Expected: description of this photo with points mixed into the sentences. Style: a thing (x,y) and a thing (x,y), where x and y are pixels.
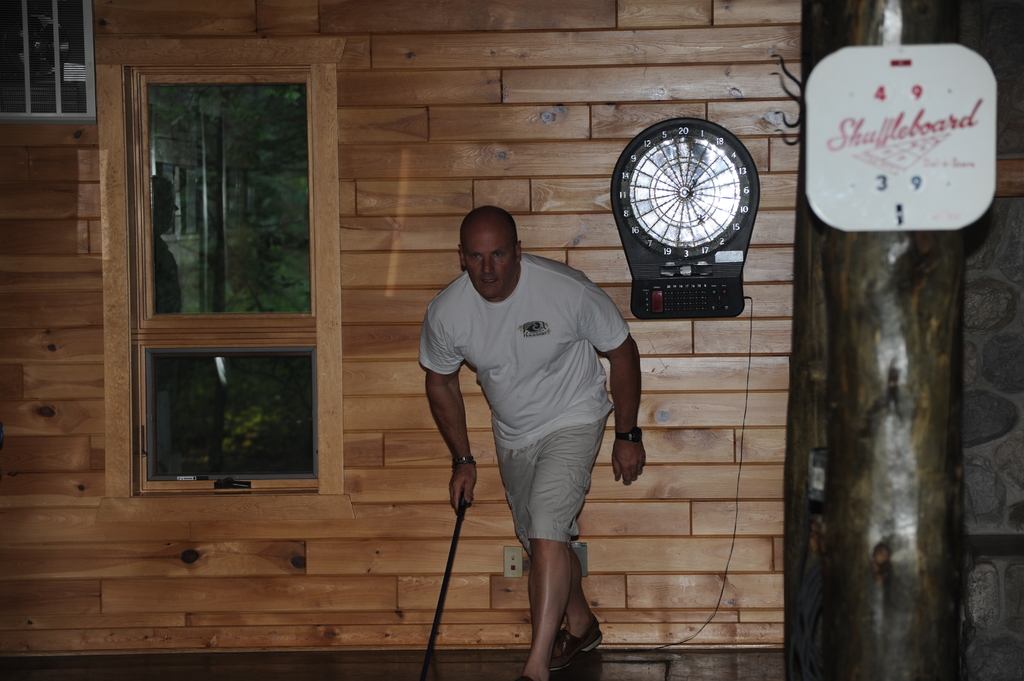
In this image I can see the person (583,339) holding some object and the person (560,379) is wearing white color shirt (566,350). In the background (233,240) I can see the window (234,253) and I can also see the wooden wall (476,149) and the wall (377,548) is in brown color.
